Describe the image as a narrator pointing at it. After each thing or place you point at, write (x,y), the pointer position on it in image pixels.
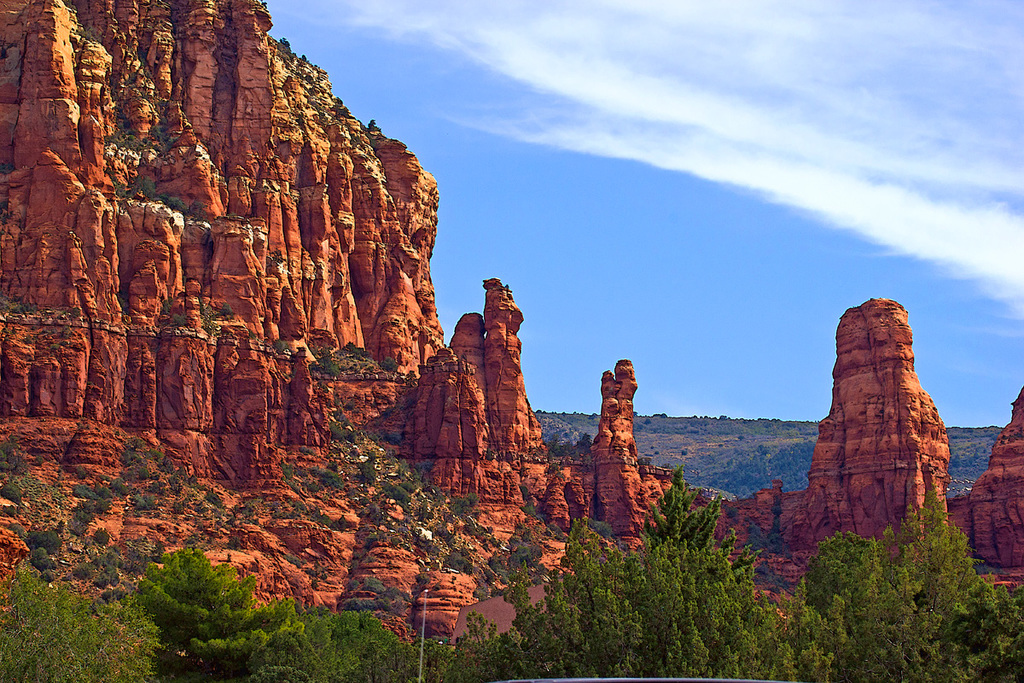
In this image I can see many trees (559,621) and the mountain (224,281) which is in brown color. In the background (652,235) I can see the clouds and the blue sky (729,343).
